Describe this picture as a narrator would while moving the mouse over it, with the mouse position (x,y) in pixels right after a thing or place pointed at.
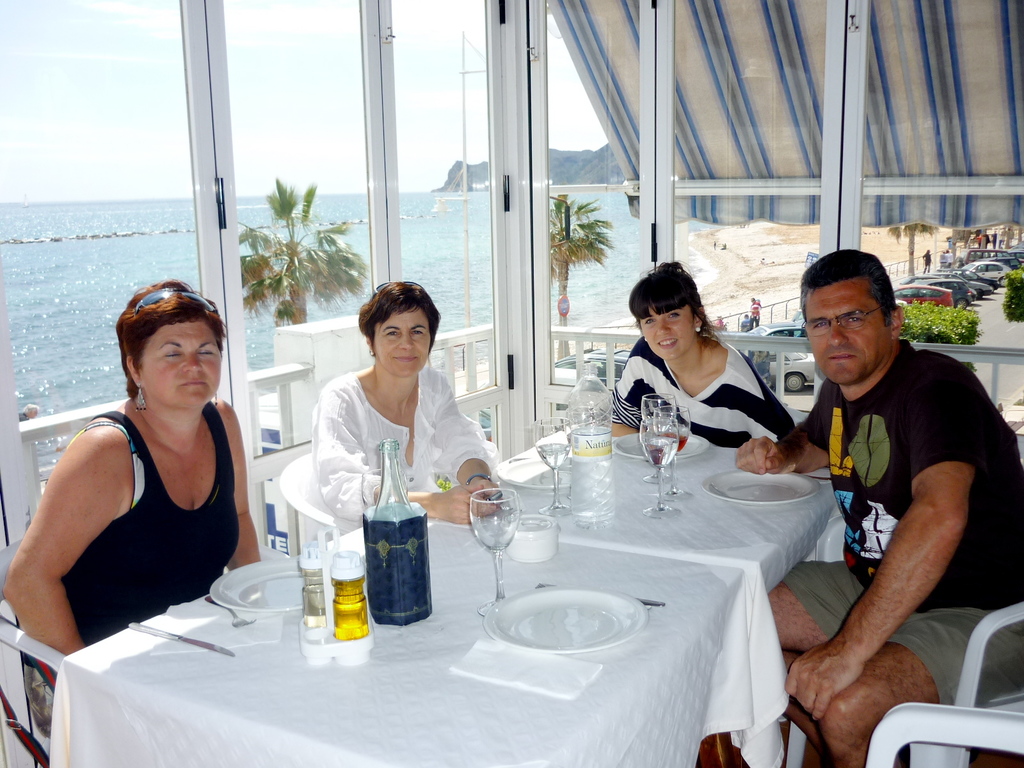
These persons (358,419) are sitting on a chair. This is a sea (402,235). On this table (310,712) there are bottles (590,479), glasses (477,521) and plates (531,604). These are plants (560,239). Far there are vehicles (948,289) on road (997,317).
